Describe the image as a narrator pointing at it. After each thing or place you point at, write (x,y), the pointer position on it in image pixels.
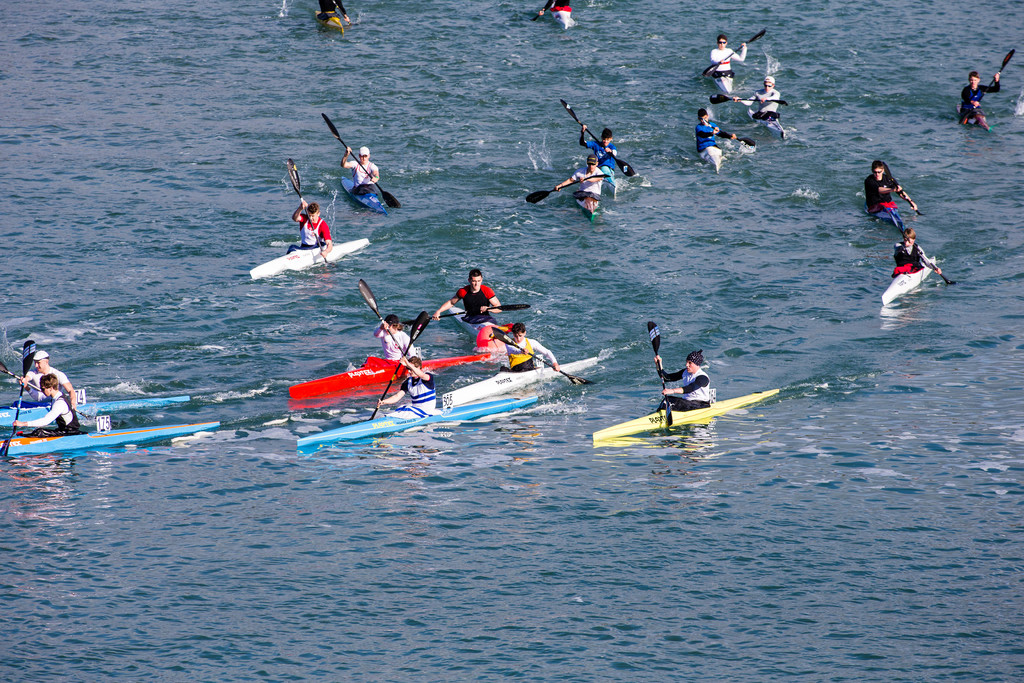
In this image, we can see few people (25,425) are sailing a boat (375,430) on the water (604,577) and holding paddles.
